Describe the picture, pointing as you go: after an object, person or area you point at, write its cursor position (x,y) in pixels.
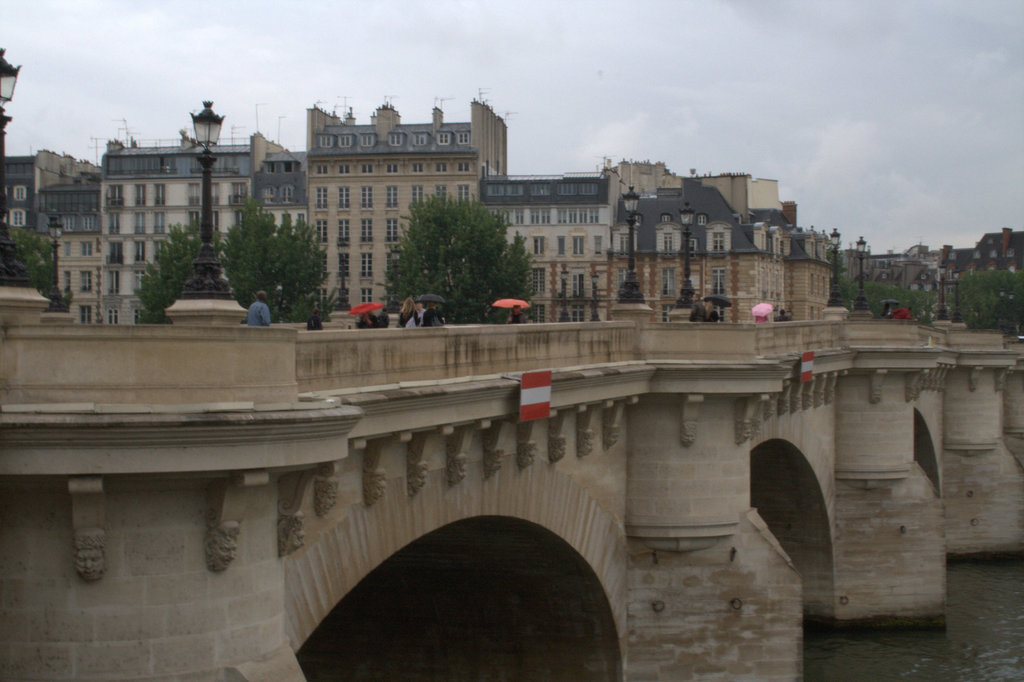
In the foreground of the picture (417,477) there are people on the bridge (737,445) and water (950,634). In the center of the picture (364,287) there are trees (250,272), street lights (632,262) and buildings (717,272). Sky (606,99) is cloudy.
